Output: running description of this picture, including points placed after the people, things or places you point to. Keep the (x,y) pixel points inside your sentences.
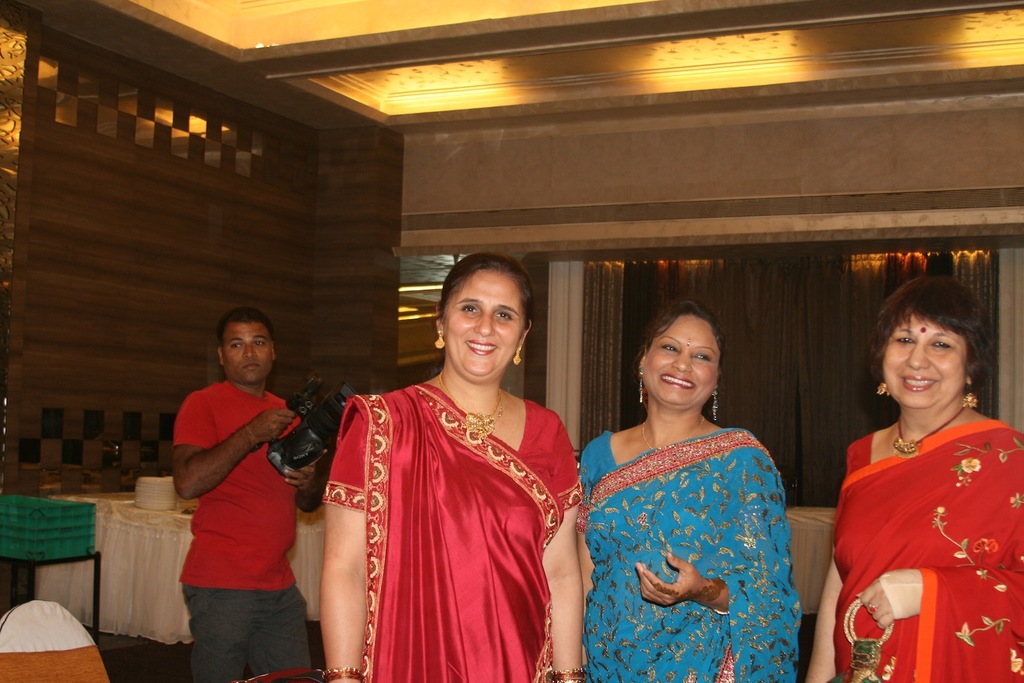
In the center of the image (367,408) we can see three persons (621,552) are standing and they are smiling and they are in different costumes (758,562). Among them, we can see one person (911,542) is holding some object (848,638). In the background (595,177) there is a wall (601,225), table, cloth (174,552), lights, curtains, one person (209,446) is standing and holding some object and a few other objects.
